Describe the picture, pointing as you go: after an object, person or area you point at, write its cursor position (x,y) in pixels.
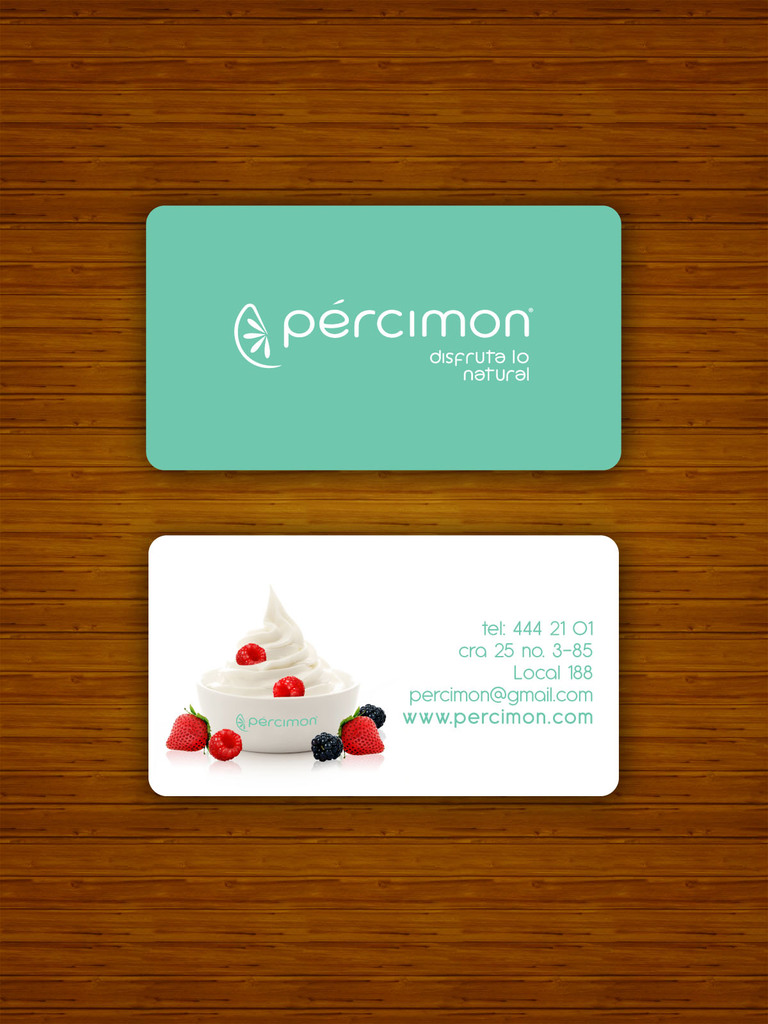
In this image we can see one card (234,284) with text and logo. There is one white card (527,687) with text (524,681), numbers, few fruits (366,718) and one white bowl (288,726) with food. It looks like a wall (93,374) in the background (373,18).
